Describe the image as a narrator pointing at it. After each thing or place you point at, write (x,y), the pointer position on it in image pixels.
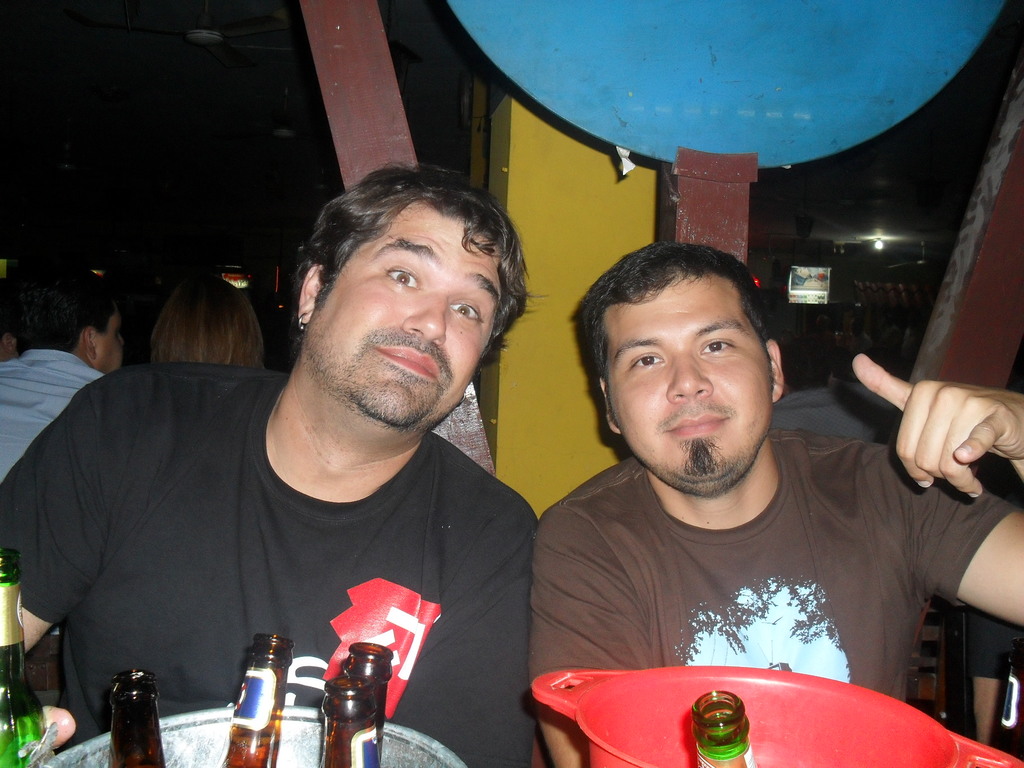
In this image, there are some beer bottles (376,712) which are in brown color and green color, there are some people (706,551) sitting on the chairs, in the background (659,67) there is a blue color object (583,71) and there are some persons (56,300) sitting.
